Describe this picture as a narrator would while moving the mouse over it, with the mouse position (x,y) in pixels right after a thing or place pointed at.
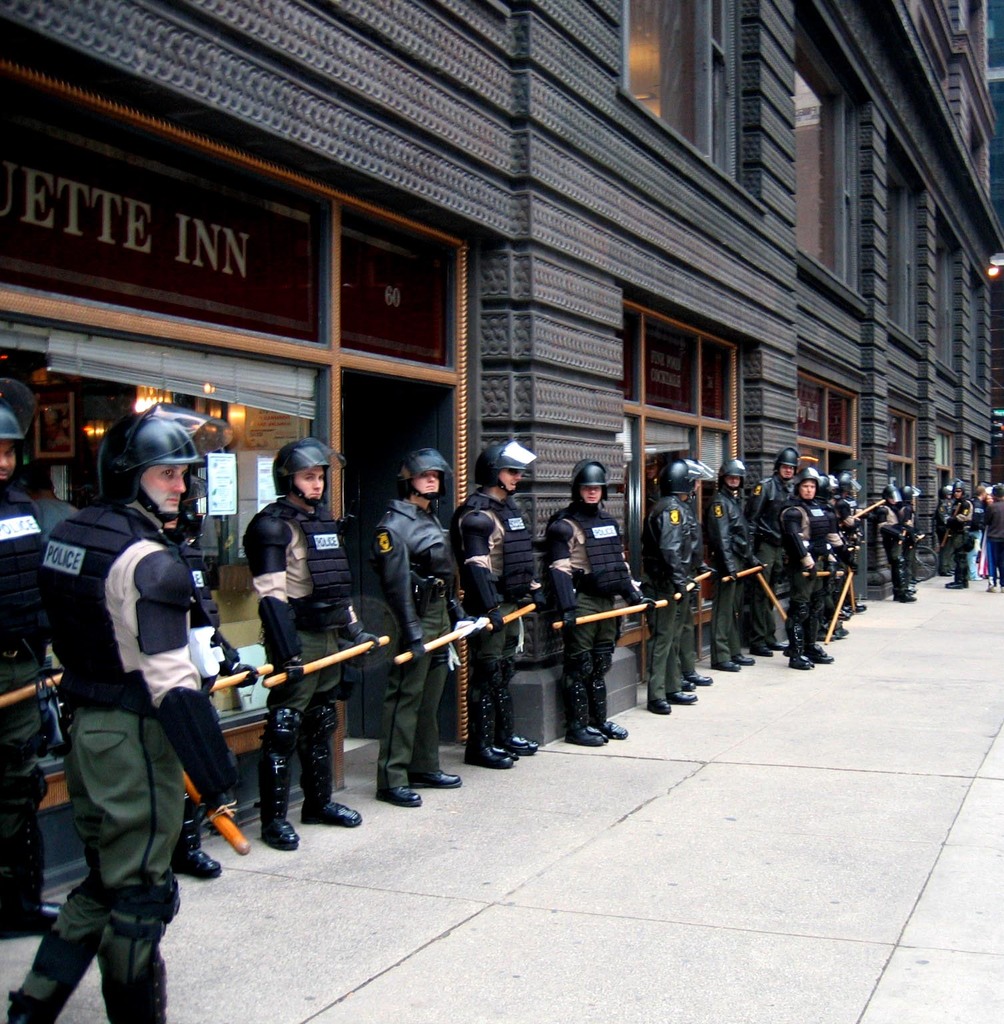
In this picture we can see a group of people (703,684) standing on the ground (672,833), they are holding sticks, here we can see a building (58,212), posters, lights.
